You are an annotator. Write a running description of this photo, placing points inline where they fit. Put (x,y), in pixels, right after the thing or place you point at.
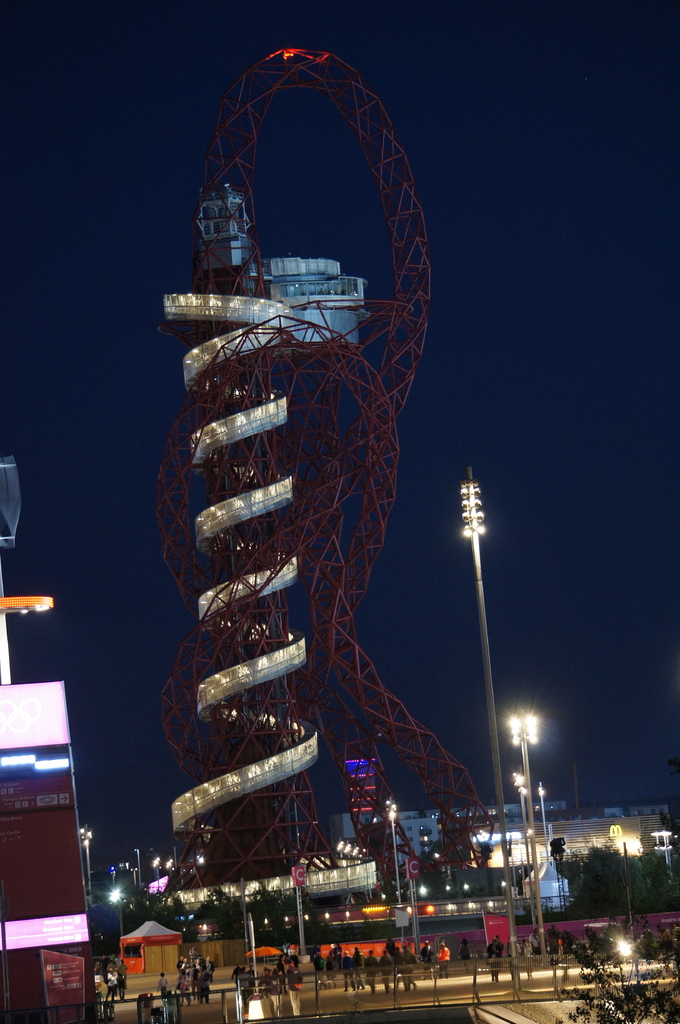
In this image, we can see a tower (264,497). There are some persons (195,977) at the bottom of the image (208,977). There are pole (531,812) in the bottom right of the image (532,824). In the background of the image (600,166), there is a sky (86,181).
